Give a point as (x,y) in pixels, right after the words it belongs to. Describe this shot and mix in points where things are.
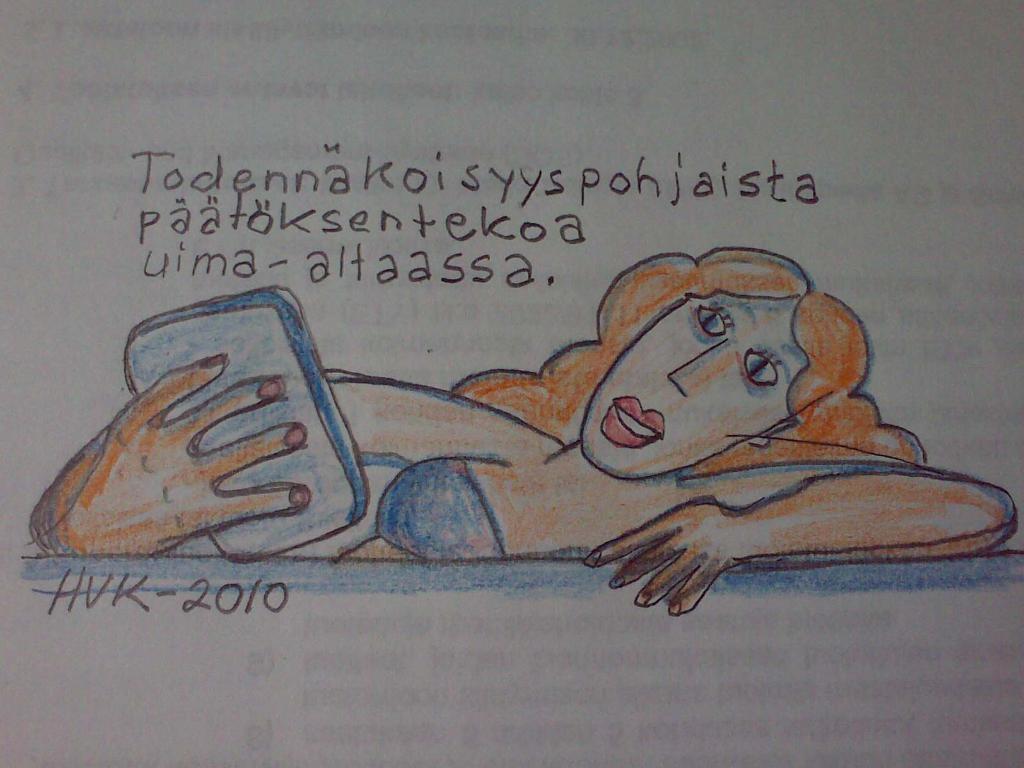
The picture is a drawing. In the center of the picture (609,405) there is a woman (523,435) holding an object (230,418), above her there is text (412,216). This is a paper (692,692).
